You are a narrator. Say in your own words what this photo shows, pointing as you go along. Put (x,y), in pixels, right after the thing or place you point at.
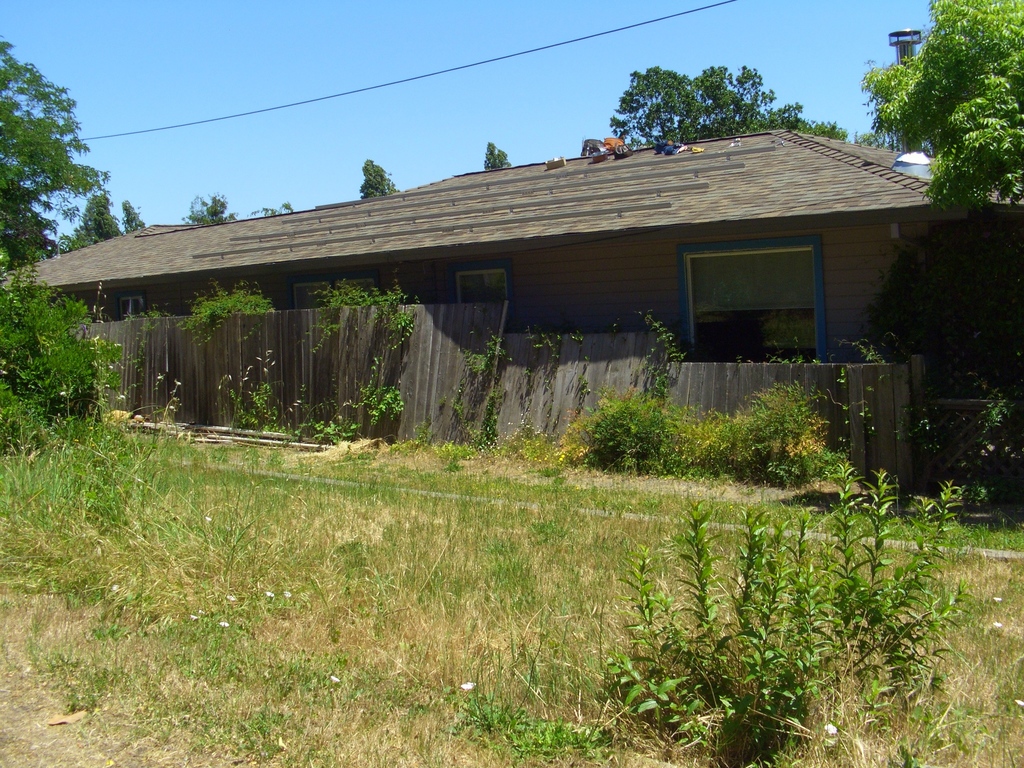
In the center of the image (556,287) there is a house (314,305). At the bottom (188,682) there is grass (551,708) and we can see plants (38,378). In the background (97,157) there are trees (944,88) and sky (373,108). There is a wire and we can see a fence (360,388).
